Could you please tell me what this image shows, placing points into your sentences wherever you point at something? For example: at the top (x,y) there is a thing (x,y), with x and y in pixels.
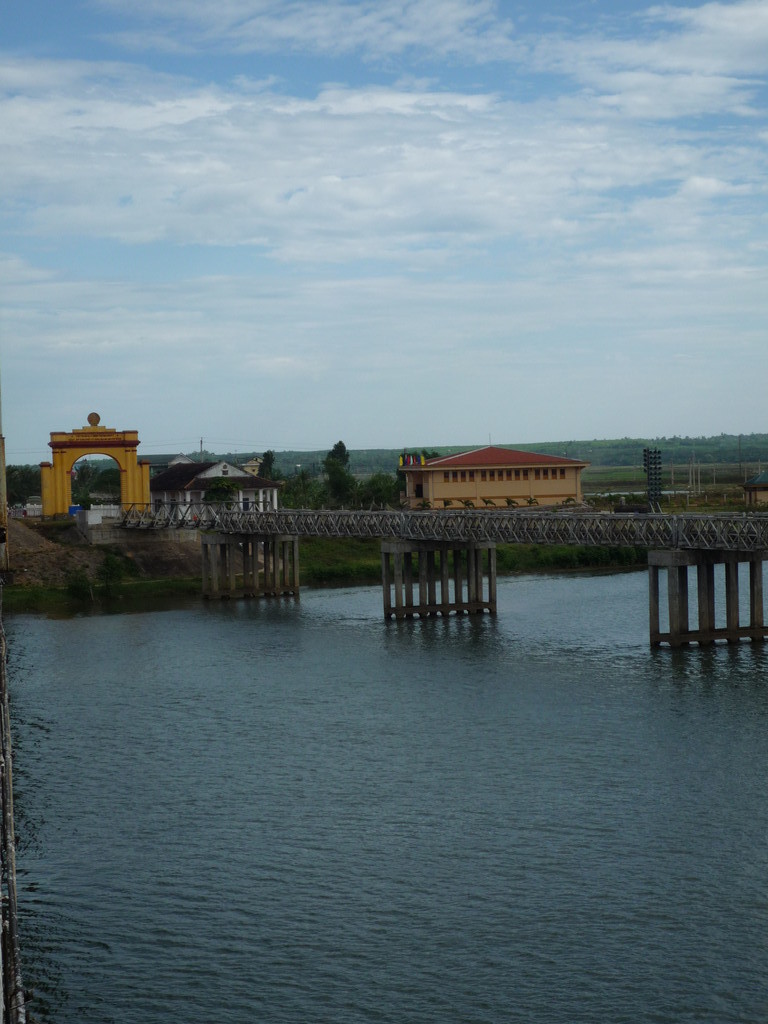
In the image we can see sky (308,119) on the top (361,199) and one bridge (259,518). Behind the bridge (520,534) there is a house (501,485) with red color rooftop (488,461). Beside the house (454,486) there is one tree (338,485) and water (374,732) below the bridge (409,555).
